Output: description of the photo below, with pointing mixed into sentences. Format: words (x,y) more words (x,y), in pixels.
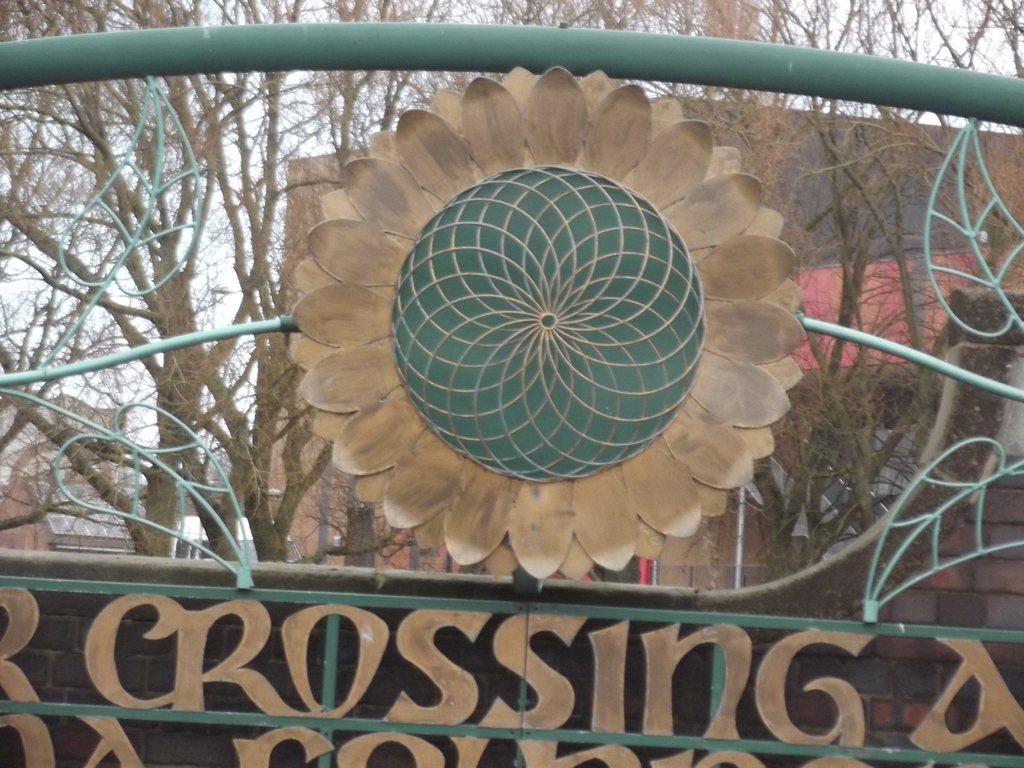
In this image I can see the metal object (361,447) which is in green and brown color. In the background (201,554) I can see many trees (299,471), buildings (315,197) and the sky (202,265).
